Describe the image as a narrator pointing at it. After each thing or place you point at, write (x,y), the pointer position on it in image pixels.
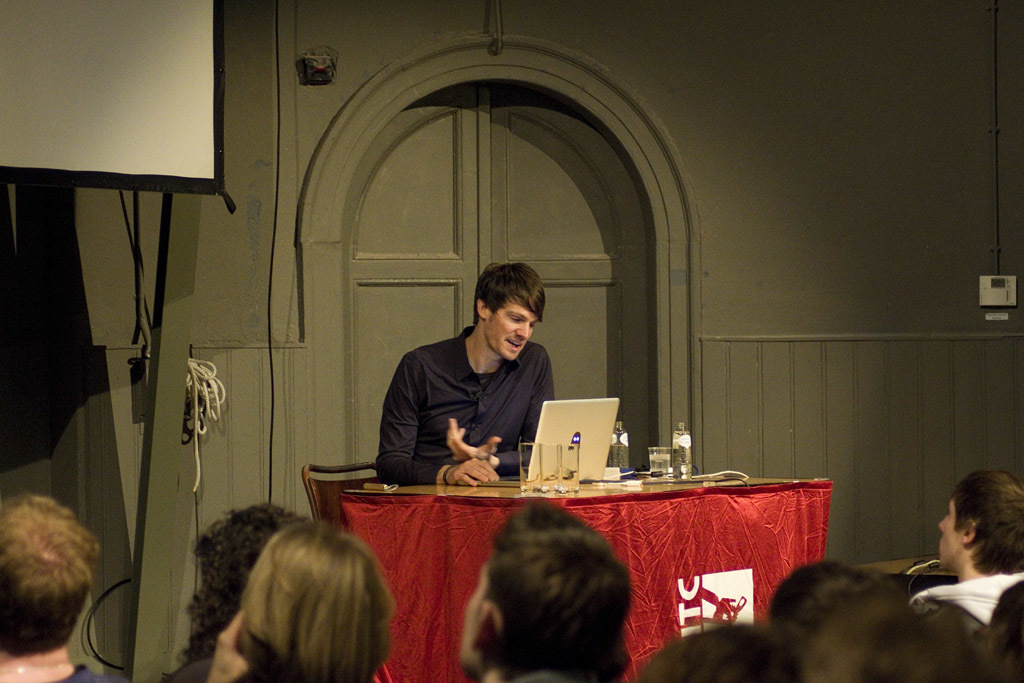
In this image man (455,391) is sitting in the center (427,412) on a chair (345,481) and is leaning on the table (459,485) doing work on a laptop (585,458) which is on the table (601,489) in front of him. On the table (613,493) there are bottle (623,449), glass (659,450) and red colour cloth (683,532) is covered. In the front (275,618) there are people (250,597) looking in the front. In the background (76,89) there is white board (130,59), door (516,201), and a wall (825,166) which is green in colour.
